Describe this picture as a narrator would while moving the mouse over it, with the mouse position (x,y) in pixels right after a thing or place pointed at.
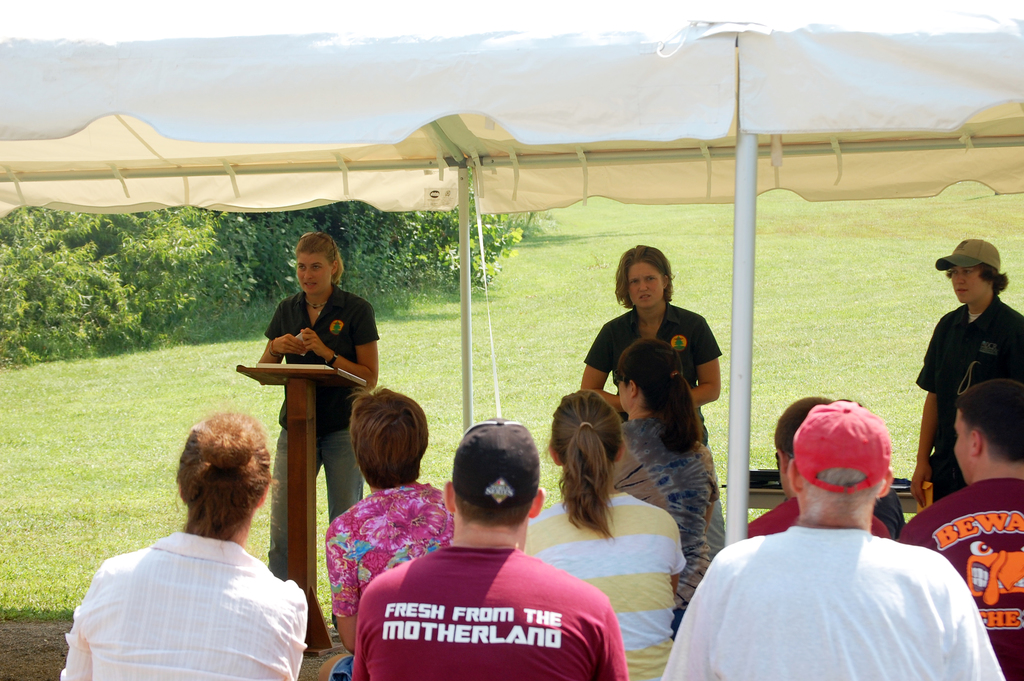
In this image there are some persons (503,561) sitting as we can see in the bottom of this image (590,571), and there are three persons (965,386) are standing in middle of this image (359,357) and there are some trees (135,282) on the left side of this image (177,257). There is a tent (621,175) is on the top of this image (415,200). There is a grassy land (768,393) in the background (489,350).
